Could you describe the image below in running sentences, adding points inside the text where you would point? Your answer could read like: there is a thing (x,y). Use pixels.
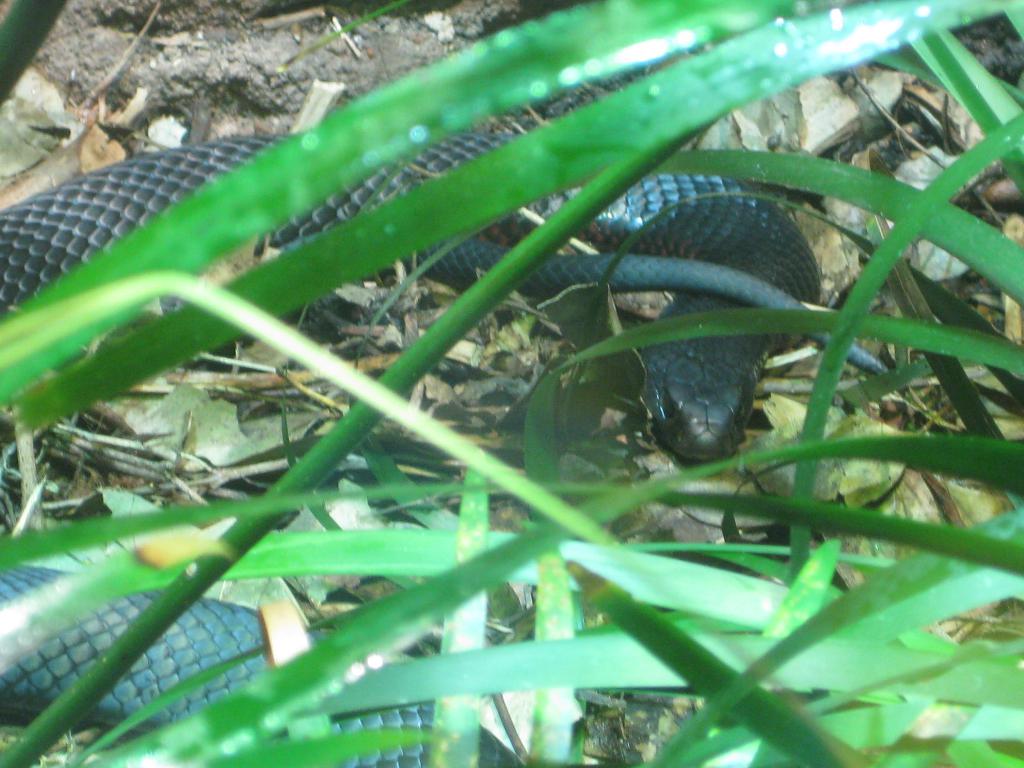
In the picture we can see a snake (696,301) which is in black color is on the ground (540,322) and we can see some leaves (529,525) which are in green color.
